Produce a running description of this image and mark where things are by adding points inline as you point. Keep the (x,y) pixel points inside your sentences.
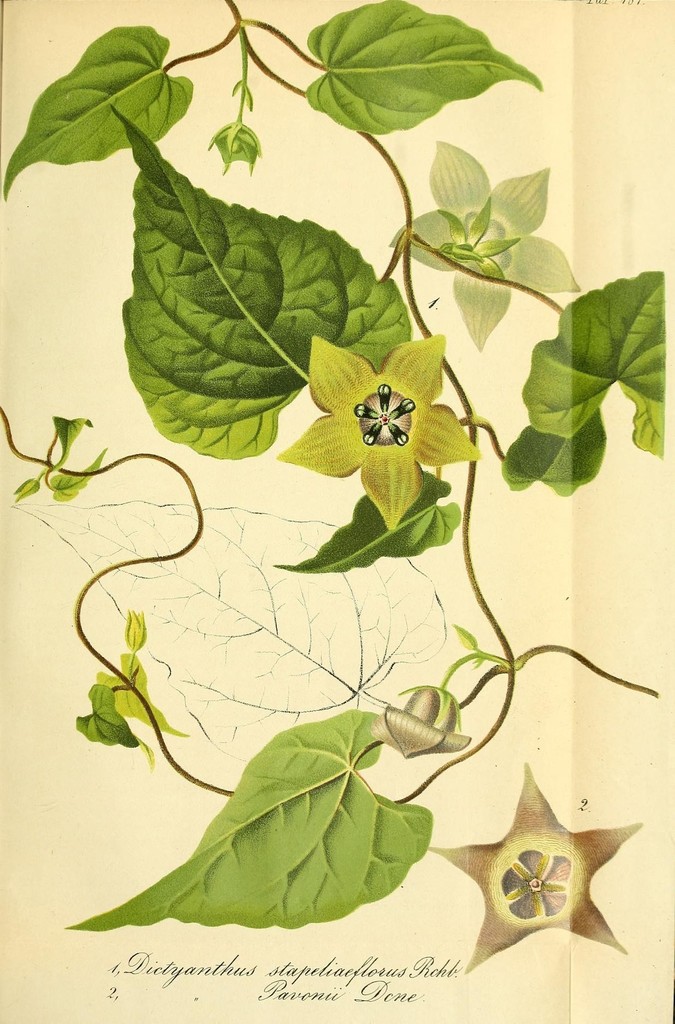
In this image there is a paper (257,471) on which there are leaves (150,194), flowers (418,390) and there is some text (318,971) at the bottom of the image (188,975).
